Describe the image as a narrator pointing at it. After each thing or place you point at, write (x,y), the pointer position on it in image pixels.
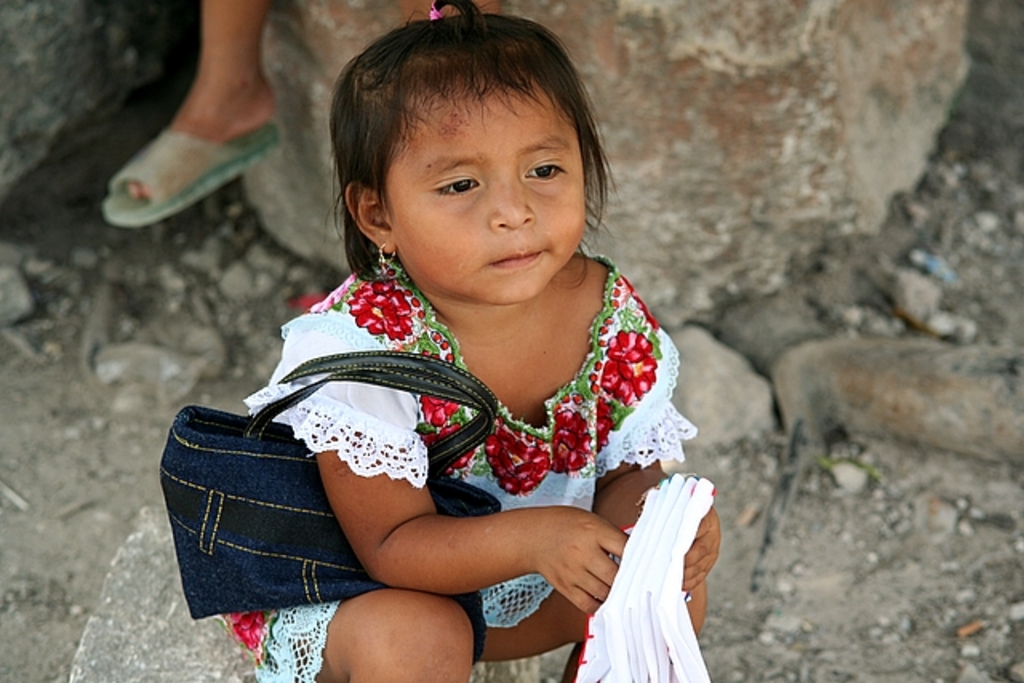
In the center of the picture (392,352) there is a girl (386,336) sitting wearing handbag (446,487) and holding handkerchief (635,607). The background (110,285) is blurred. In the background (867,178) there are rocks (826,205) and soil (159,288). On the left (237,115) there is a person's leg (249,74).
